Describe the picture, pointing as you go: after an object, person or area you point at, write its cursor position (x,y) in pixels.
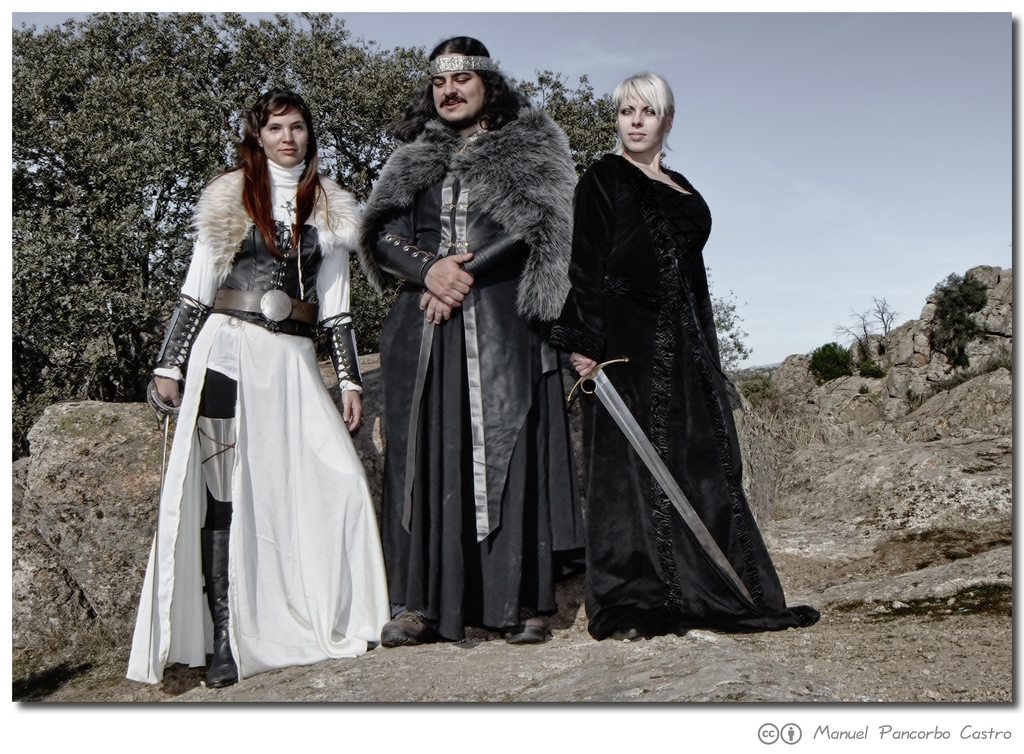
In this image I can see two women (336,182) and one man (474,502). i can see they are wearing different costumes (189,404) and also both the women (174,589) holding swords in their hand (595,362). in the background (834,195) I can see sky (804,68) and a tree (108,370).
